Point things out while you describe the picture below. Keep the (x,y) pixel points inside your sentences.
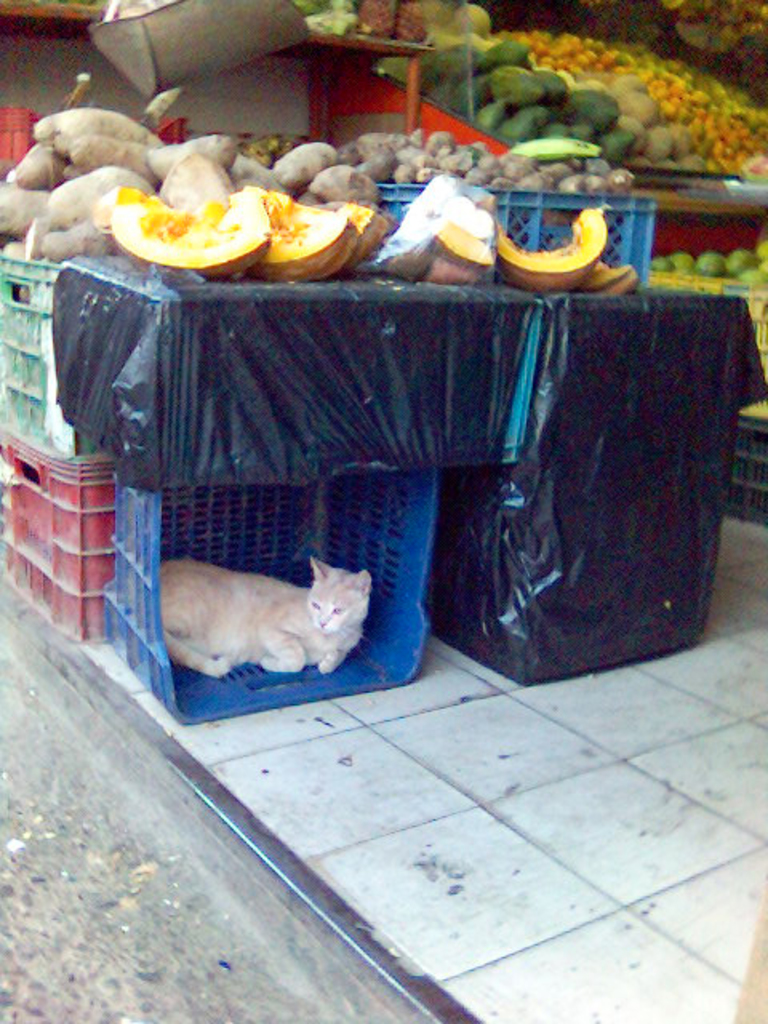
In this picture, we see the plastic crates (384,473) which are in blue, red and green color. We see a cat (217,670) is in the blue crate (374,663), which is covered with the black color sheet (443,389). We see many fruits (266,267) and vegetables (356,264) in the crates (574,215). In the background (581,128), we see fruits (595,101) and vegetables (574,125) and we even see the weighing machine (221,67). This picture might be clicked in the market (411,253).
